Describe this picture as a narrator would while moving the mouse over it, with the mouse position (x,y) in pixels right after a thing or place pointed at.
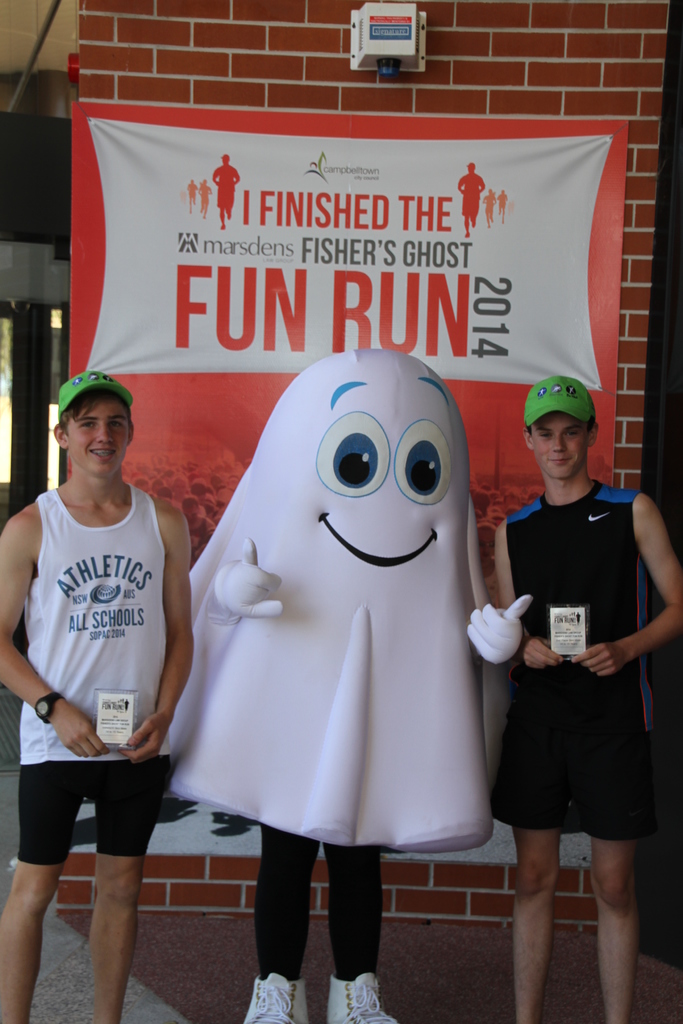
In this we can see 2 boys (545,389) standing and smiling at someone. They are posing with a man (384,687) wearing a costume (302,700).
